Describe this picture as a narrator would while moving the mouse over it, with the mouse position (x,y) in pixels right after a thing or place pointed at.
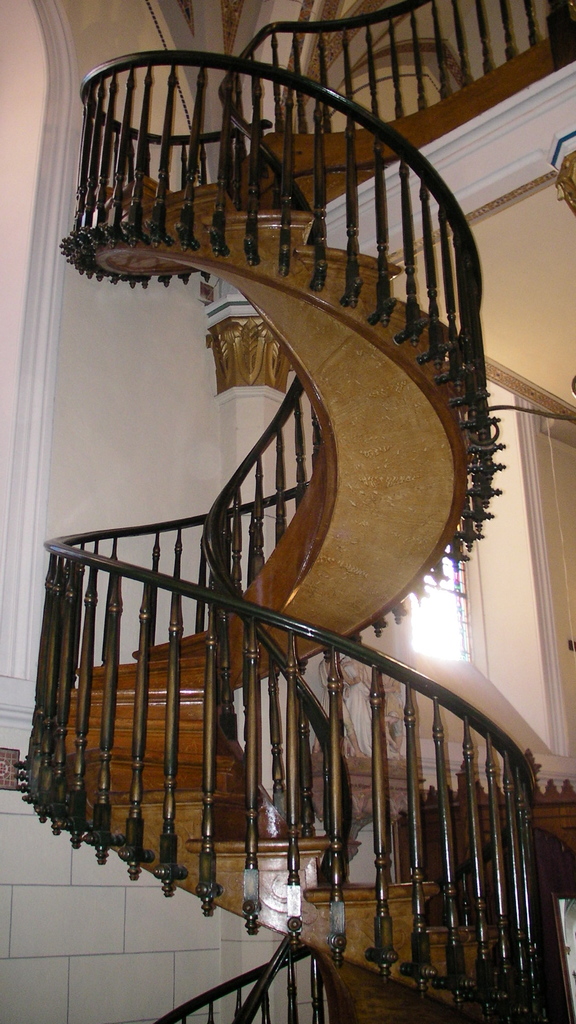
In this image I can see stairs (281,454) in black color. Background (22,863) I can see wall (175,355) in white color and I can also see a window (436,615).
